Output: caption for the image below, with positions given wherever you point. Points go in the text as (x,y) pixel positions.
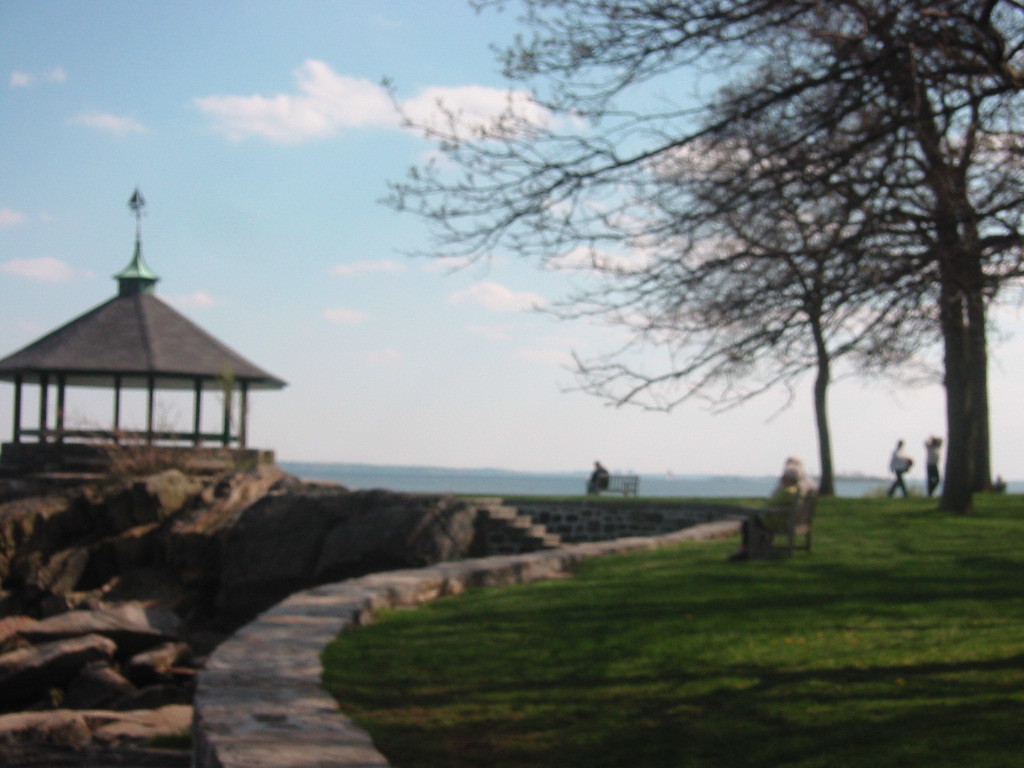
In the image I can see few dry trees (720,178), few people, shed (77,460), stones (43,514), stairs (495,534), grass (794,562) and few people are sitting on the benches (759,539). The sky (545,239) is in white and blue color.
